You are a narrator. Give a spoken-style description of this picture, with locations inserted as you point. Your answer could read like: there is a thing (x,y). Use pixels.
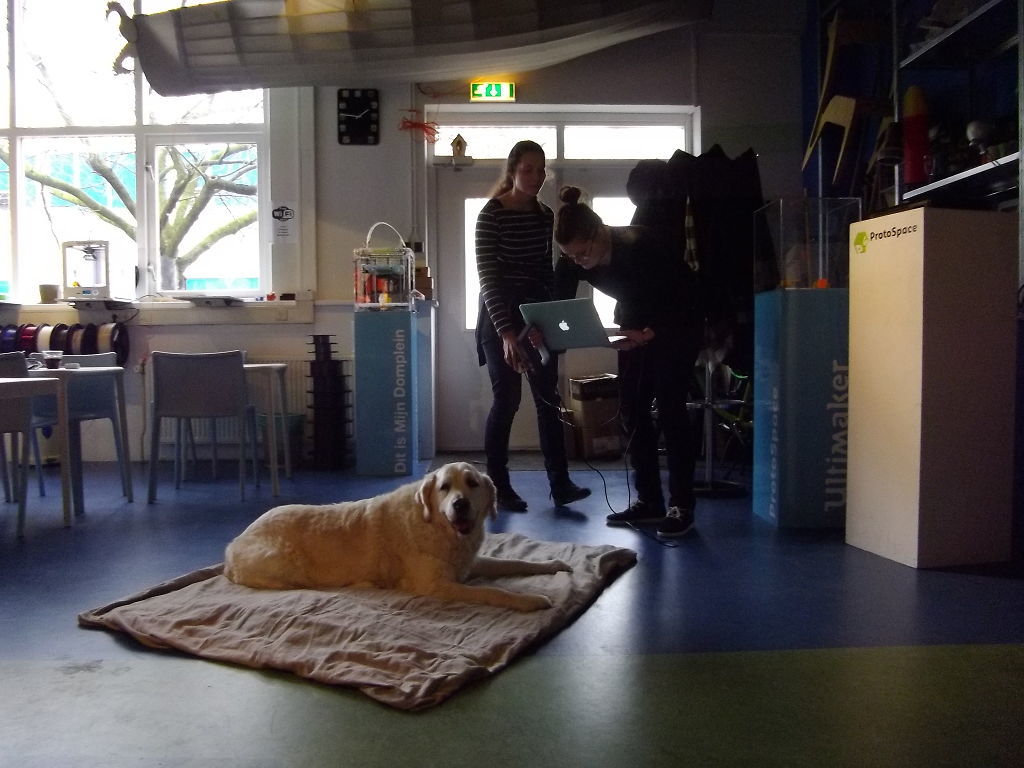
In this picture we can see two women (535,205) standing and carrying their laptop (529,314) and in front of them there is dog (364,518) on cloth (426,662) placed on floor (702,556) and beside to them we have racks (896,68), wall (707,95), door (449,170), basket (399,285), chairs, table (281,378), window (129,224).
